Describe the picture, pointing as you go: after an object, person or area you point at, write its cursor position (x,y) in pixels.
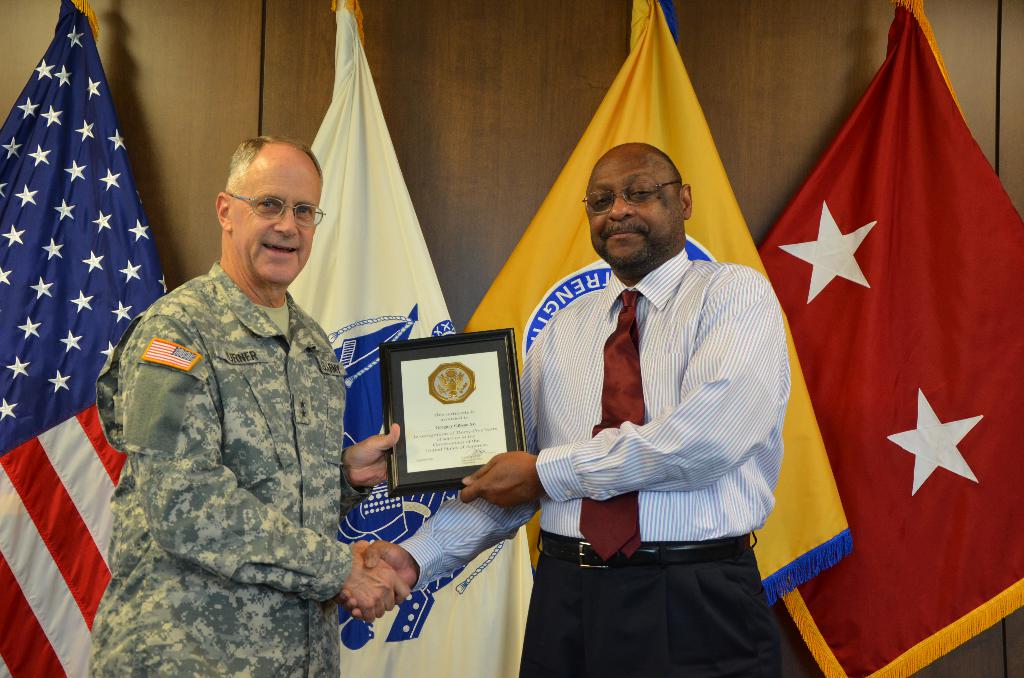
In this image I can see two people (490,461) holding the frame (404,454). I can see one person (212,445) with the uniform (187,465) and an another person (617,465) wearing the shirt (608,460), tie (604,504) and the pant (591,596). In the background (477,662) I can see many flags (65,69) and the wooden wall (173,141).
